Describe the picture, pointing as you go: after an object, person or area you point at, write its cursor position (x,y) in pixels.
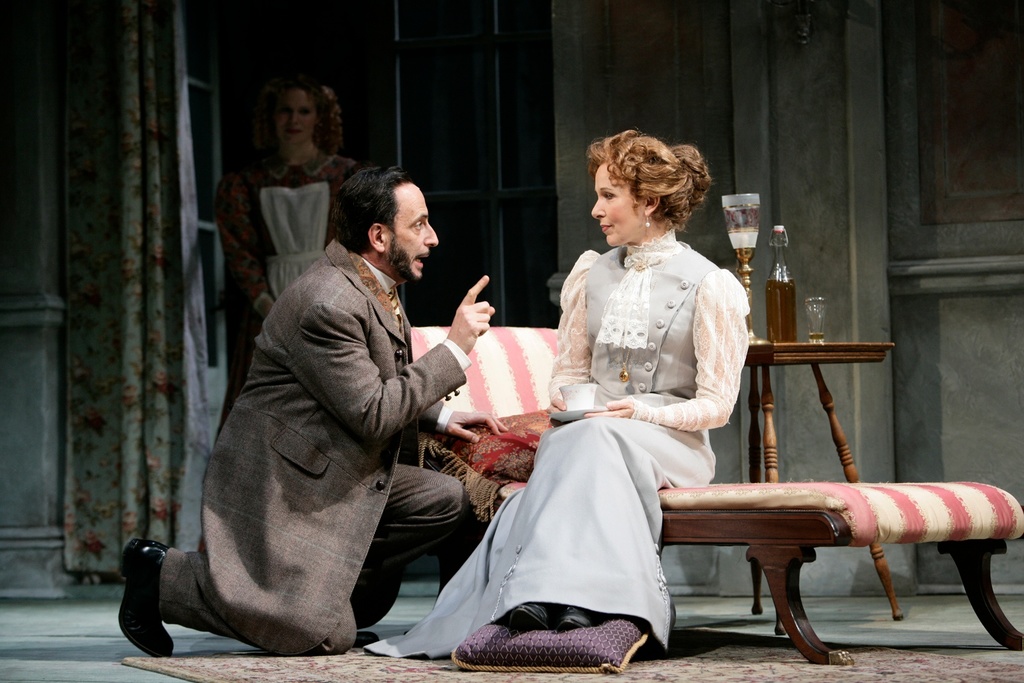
A woman (554,435) is sitting on a sofa (879,496) and there is a pillow (510,459). And she kept her leg (569,623) on a pillow (551,633). There is a man (354,369) kneeling next to her. In the back (782,350) there is a table (792,363). On the table (805,358) there is a lamp (748,237), bottle (789,302) and a glass (816,320). In the background (724,90) there is a wall (570,106). She is holding a cup (577,391) and saucer (569,413). There are curtains (107,301) in the background (99,329).
